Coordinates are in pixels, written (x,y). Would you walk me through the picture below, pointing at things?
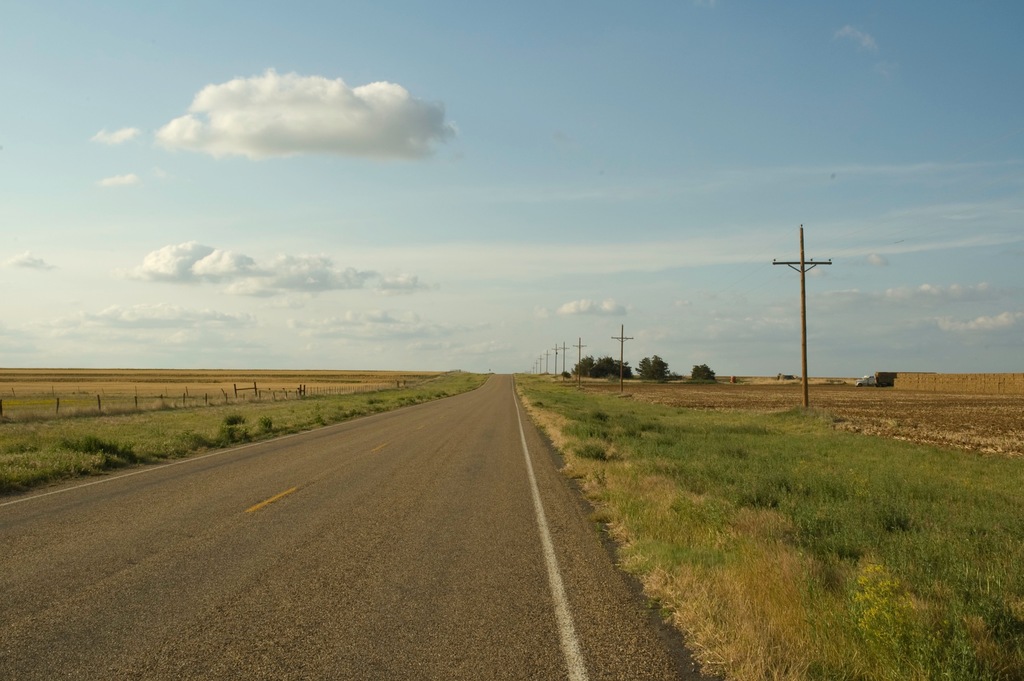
At the bottom of the picture (311,548), we see a road (397,513). On either side of the road (384,417), we see grass (737,577). There are poles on the right side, In the background (610,370), we see trees (656,373). At the top of the picture (436,110), we see the sky (598,144) and the clouds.
